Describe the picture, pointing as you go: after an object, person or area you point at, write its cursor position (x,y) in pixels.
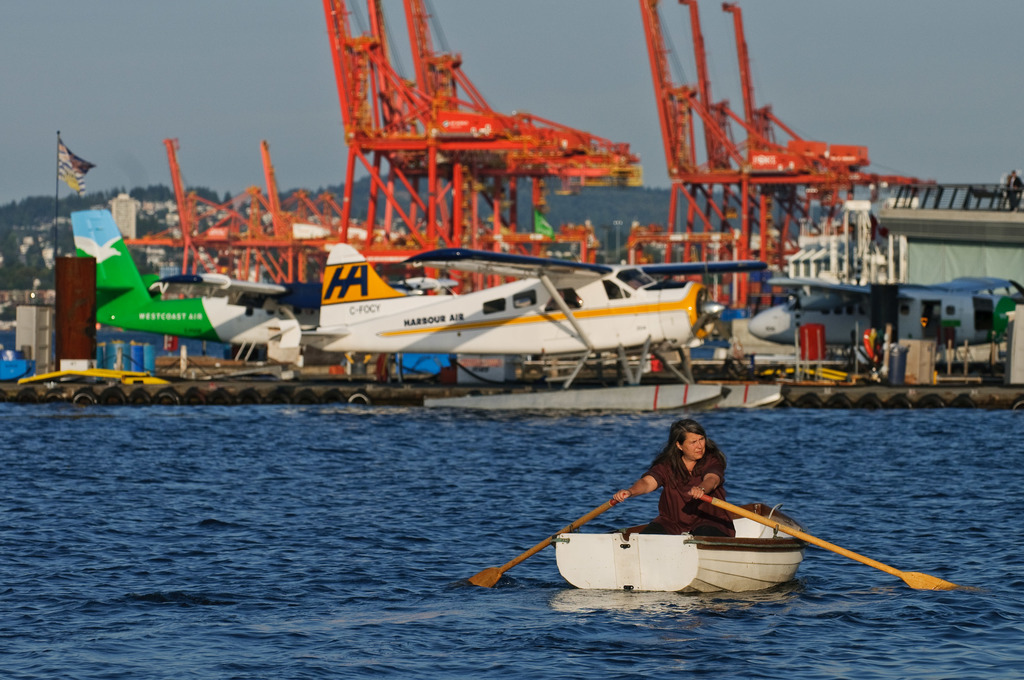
In this image we can see a woman (713,475) rowing a boat (778,564). In the background of the image (168,330) there are seaplanes (668,352), rods (255,187), sky (336,161), flag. At the bottom of the image (240,584) there is water (262,594).
